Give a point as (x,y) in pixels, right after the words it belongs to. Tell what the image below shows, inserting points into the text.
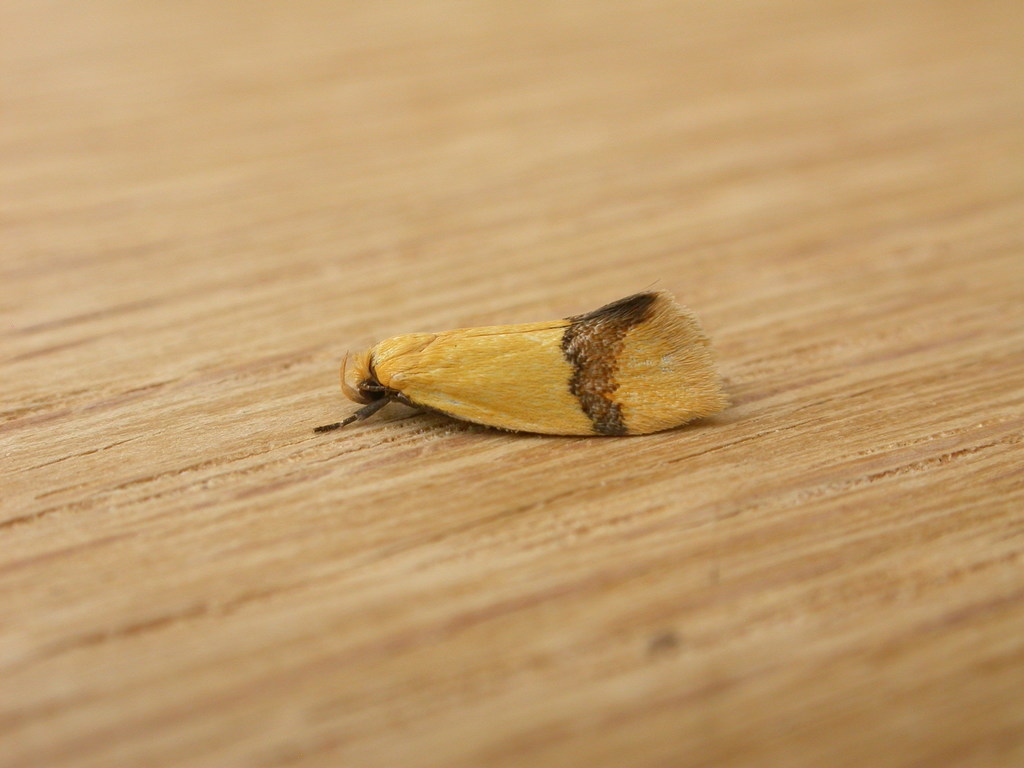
There is one insect (567,423) present on a wooden surface (336,321) as we can see in the middle of this image (369,382).
